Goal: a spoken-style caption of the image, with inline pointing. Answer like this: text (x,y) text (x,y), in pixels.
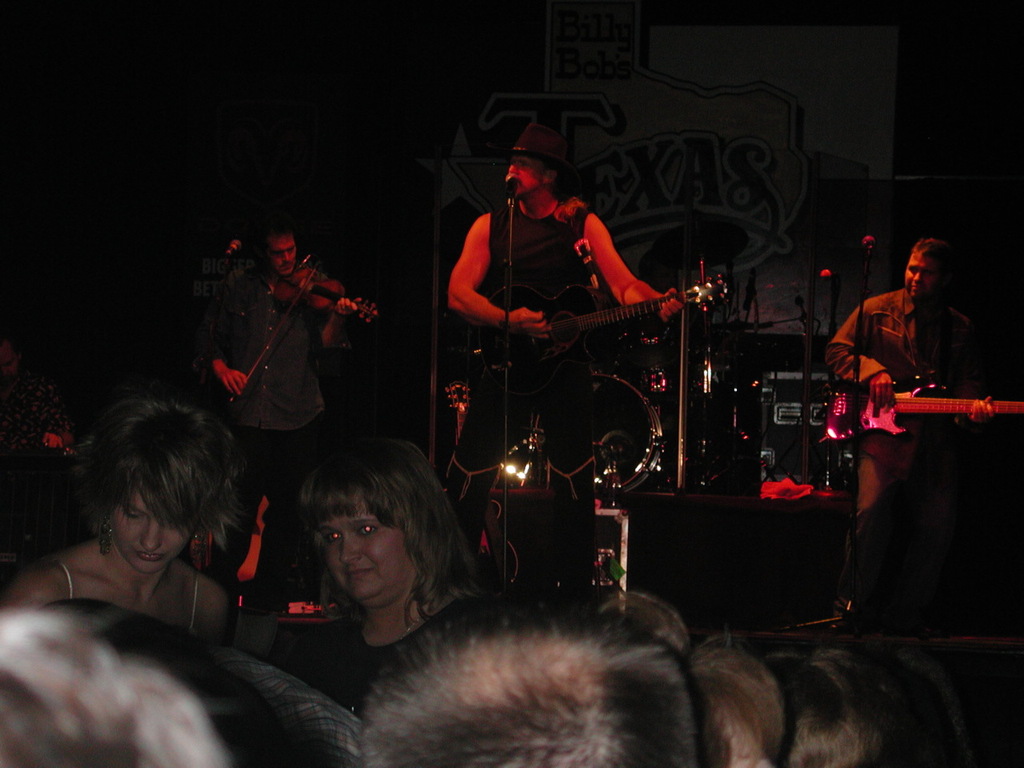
As we can see in the image, there are few people (252,340). These three people (301,324) who are standing on stage (534,554) are holding musical instruments (528,369) in their hands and in front of them there are mics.
